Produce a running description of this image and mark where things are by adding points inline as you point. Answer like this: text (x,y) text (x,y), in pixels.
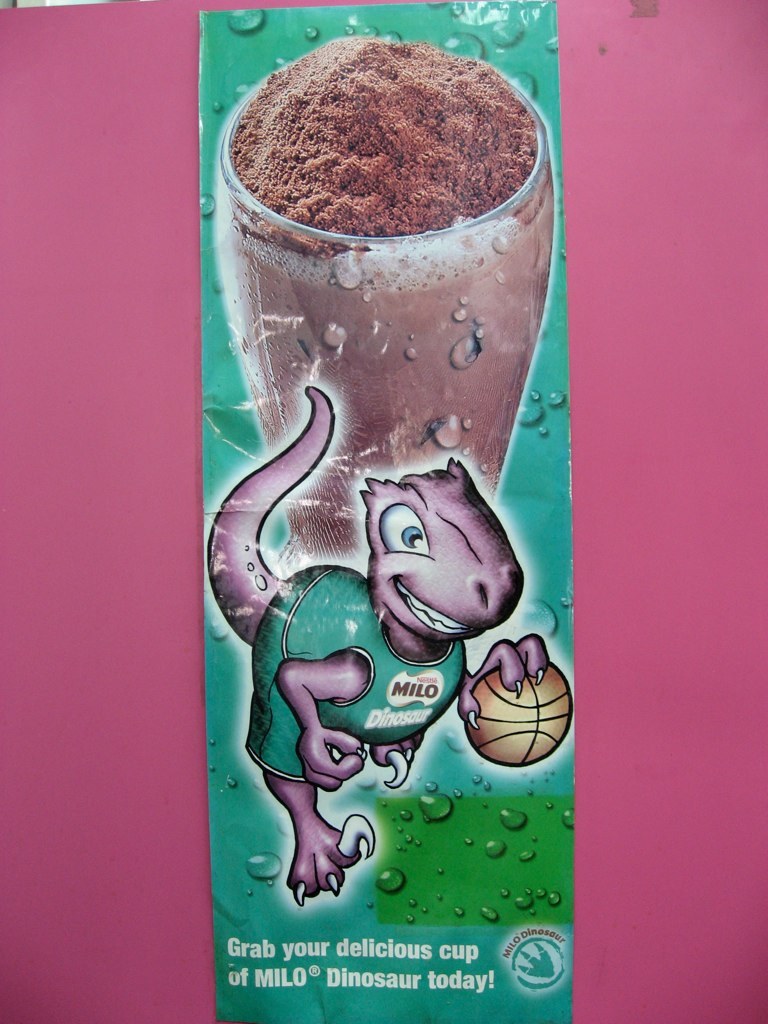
In this image I can see a banner (314,718). On the banner (390,667) I can see some cartoon image (374,632), a glass (393,330) and something written on it. This banner (342,773) is on a pink color surface (631,370).
